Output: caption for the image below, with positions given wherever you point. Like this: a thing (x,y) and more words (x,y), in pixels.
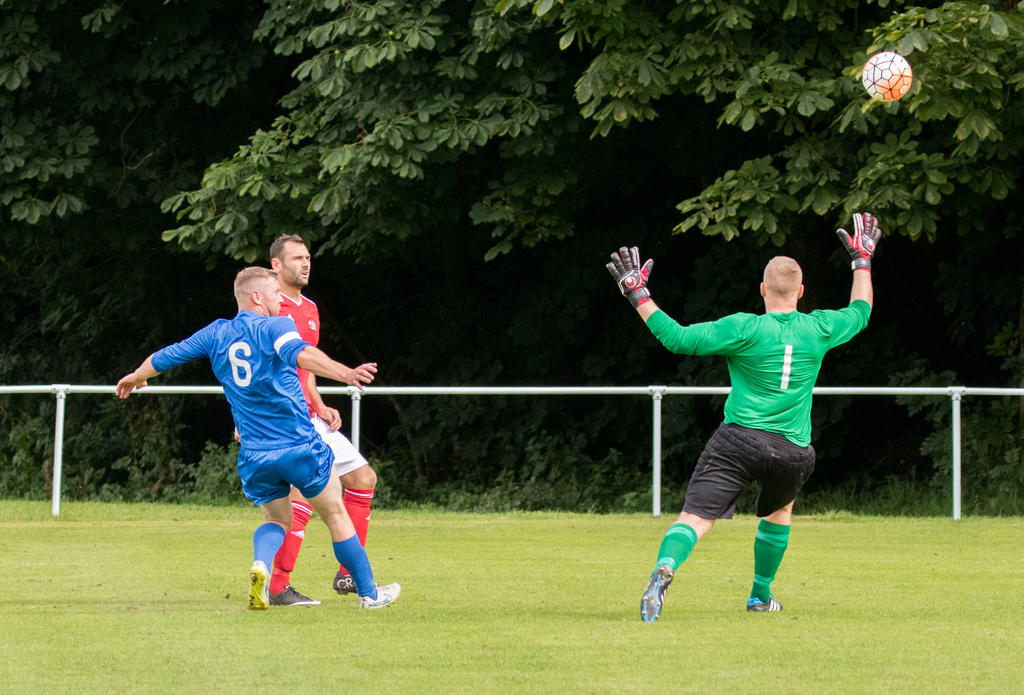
In the center of the image (640,283), we can see people (336,583) playing and in the background (400,210), there are trees (554,220), fence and we can see a ball (890,88). At the bottom (472,627), there is ground (501,613).
